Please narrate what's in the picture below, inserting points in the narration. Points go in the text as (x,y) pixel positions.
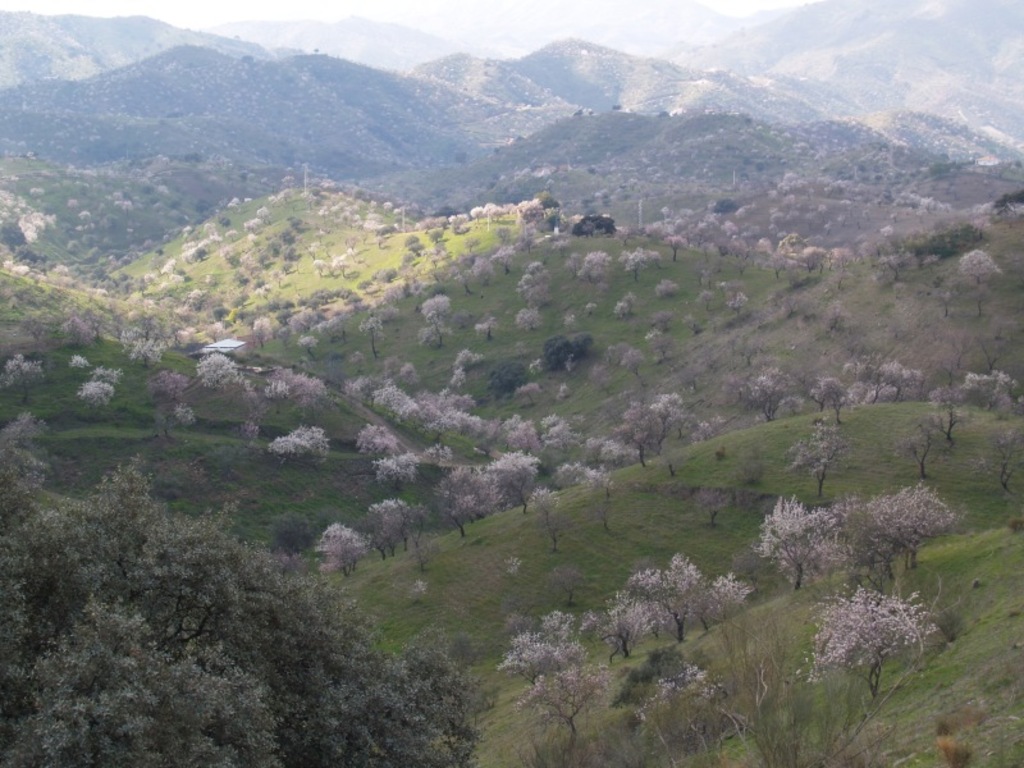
This is an outside view. In this image I can see many hills (262,169) and trees (907,648) on the ground (460,580).
